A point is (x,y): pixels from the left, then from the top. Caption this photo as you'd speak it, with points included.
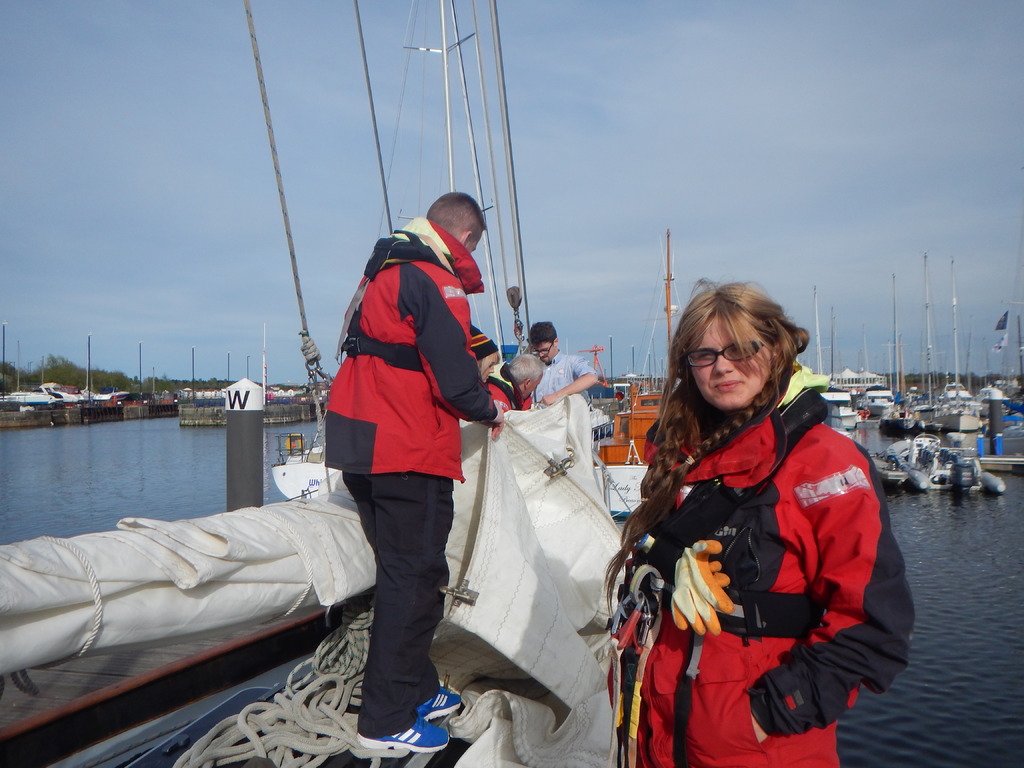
This picture is clicked outside. In the foreground (411,559) we can see the group of persons (442,456) and we can see the ropes (281,732), clothes (280,554) and metal rods (451,165) and some other objects (130,766). In the background (865,35) we can see the sky (396,63) and the boats (922,400) and some other object (233,439) in the water body (175,440) and we can see the trees (85,381), metal rods (894,338) and many other objects (225,421).
